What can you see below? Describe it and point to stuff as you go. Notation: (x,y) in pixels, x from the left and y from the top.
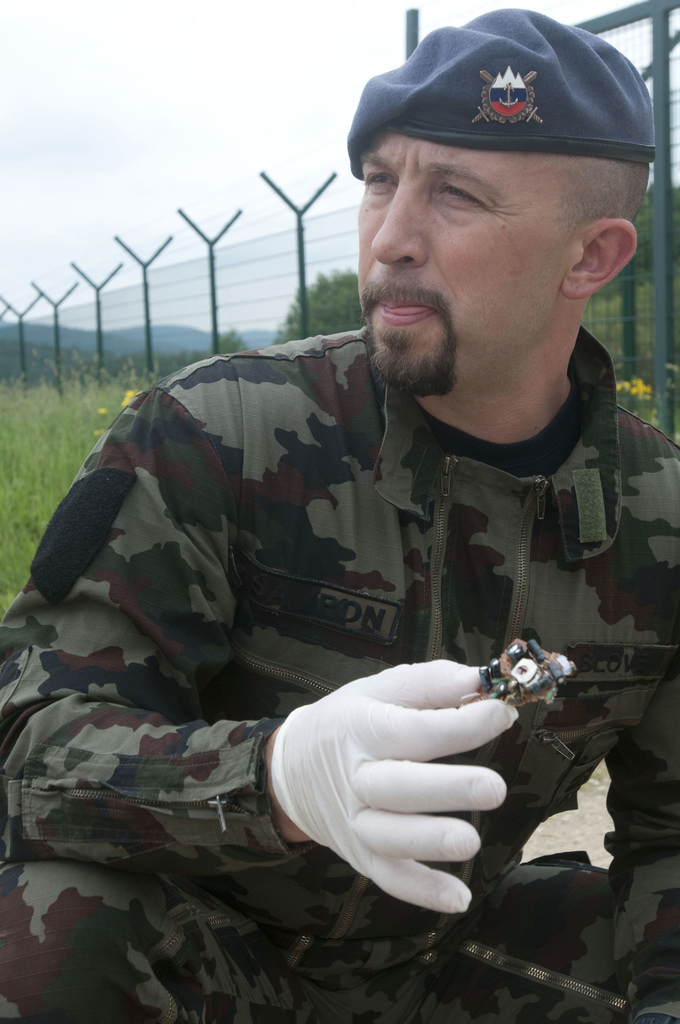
In this image we can see a person (364,562) wearing military uniform (474,552) and a cap (475,97) is holding a circuit board (538,648) in his hand (399,810). In the background (105,357), we can see a fence (104,312) and the sky (194,323).
